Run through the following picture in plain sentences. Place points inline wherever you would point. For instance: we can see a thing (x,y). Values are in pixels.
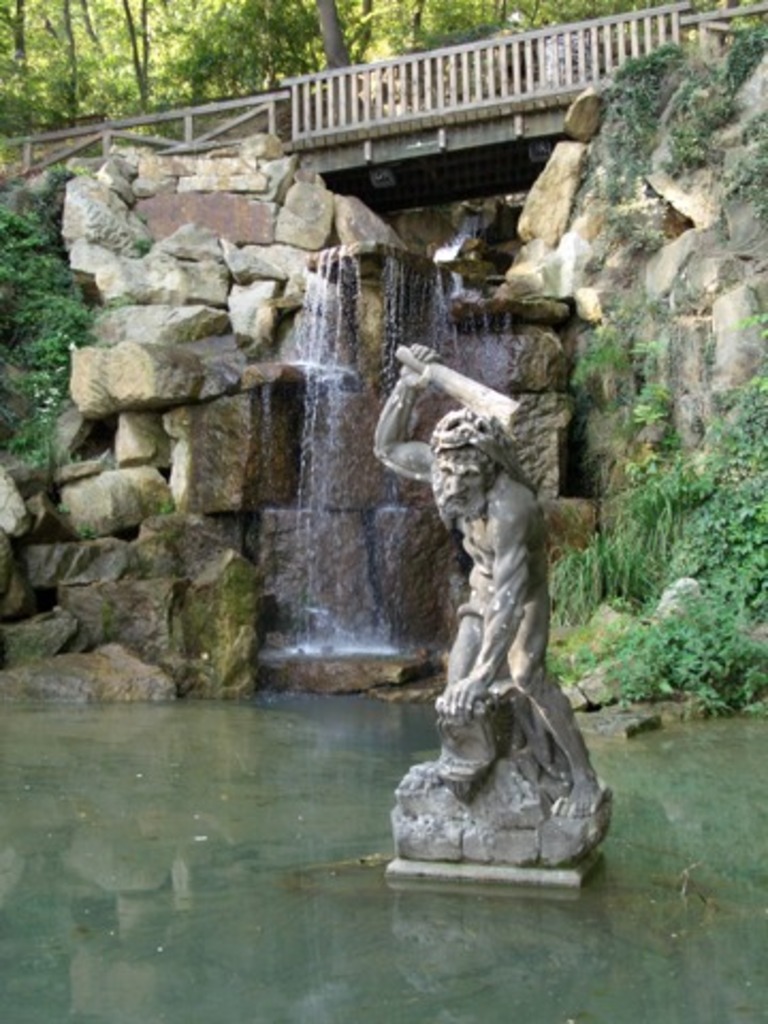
In the foreground of this image (487,542), there is a statue (531,661) in the water (290,916). In the background (364,265), there is a waterfall (394,274), few stones (150,273), greenery (635,537) and the railing (476,70). At the top (302,8), there are trees (196,14).
